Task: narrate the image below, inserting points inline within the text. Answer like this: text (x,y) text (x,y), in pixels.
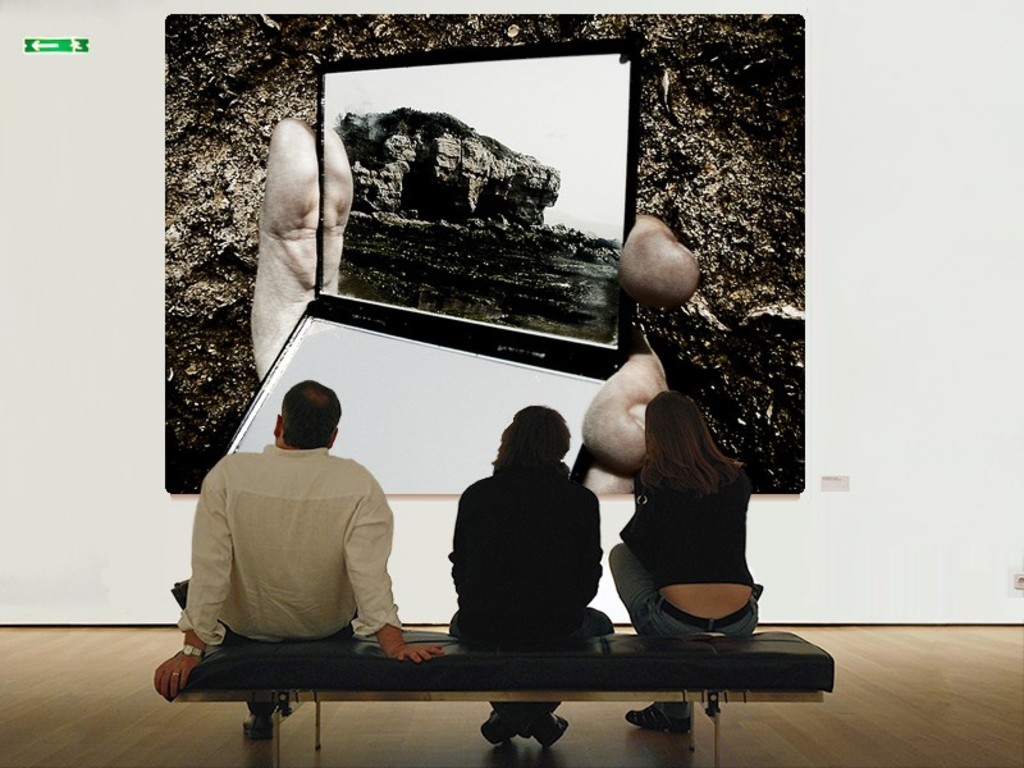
In the foreground of this image (708,518), there are three people (329,587) sitting on a bench (356,675) like an object (286,685) on the wooden floor (69,734). Behind them, it seems like a frame (191,90) on the wall (925,276).
